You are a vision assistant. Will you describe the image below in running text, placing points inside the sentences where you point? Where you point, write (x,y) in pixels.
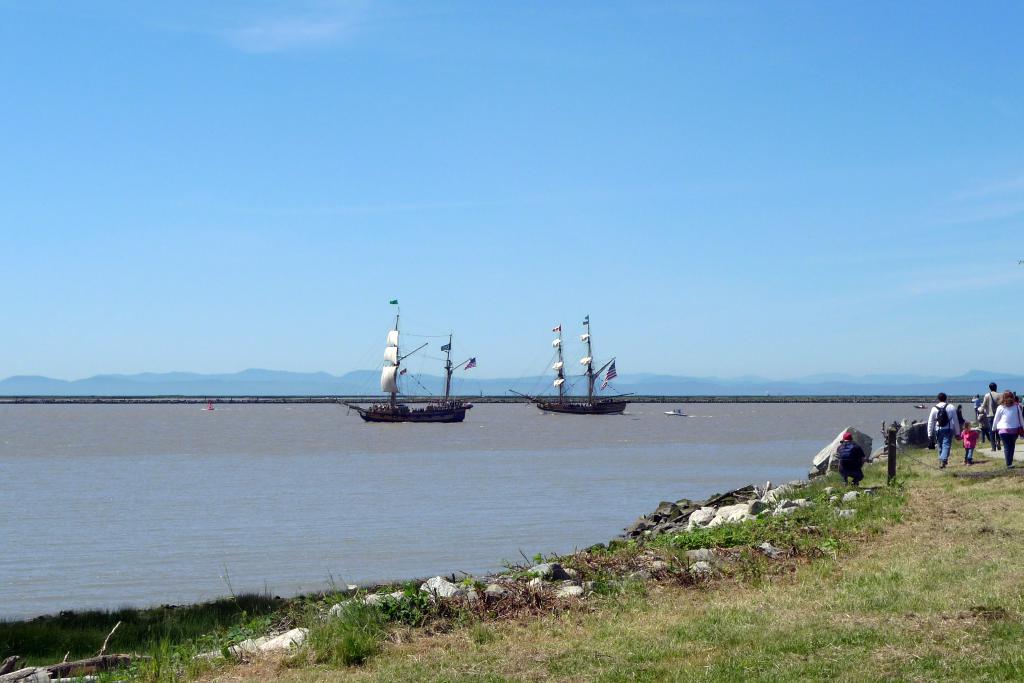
In the foreground of the picture (422,634) we can see stones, grass (376,625) and wooden logs (108,661). On the right (881,457) there are stones (705,522) and people (849,474). In the middle of the picture (427,449) there is a water body (502,409), in the water (778,427) there are ships (613,403) and a boat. In the background (279,373) there are hills (569,386) and it looks like there is a bridge (279,399) also. At the top (463,140) it is sky (706,182).
